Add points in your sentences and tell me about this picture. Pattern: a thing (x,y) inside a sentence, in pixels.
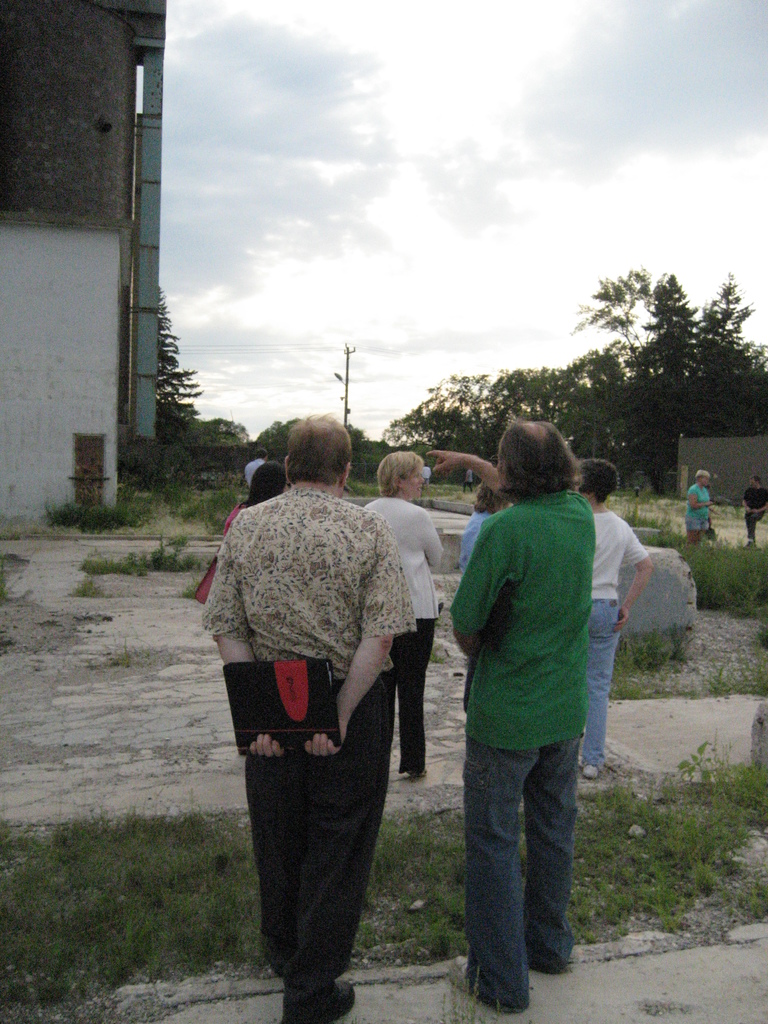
In this image there are some persons (496,585) who are standing, at the bottom (87,928) there is grass (623,648) and sand (761,846) in the background (64,47) there are some trees (720,369) buildings (109,113) at the top of the image (344,157) there is sky (428,216).
